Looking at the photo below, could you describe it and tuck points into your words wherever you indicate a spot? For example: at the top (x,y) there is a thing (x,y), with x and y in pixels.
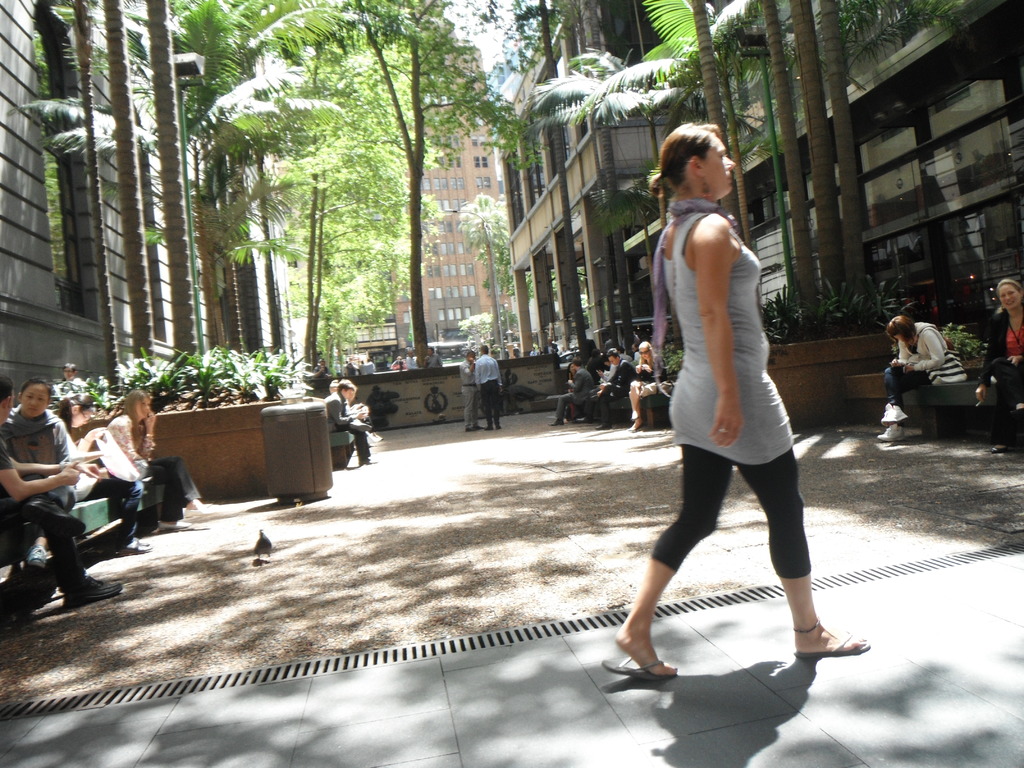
In this picture we can see some buildings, trees (264,180) and few people (638,369) are sitting on the benches (333,455), few people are walking.
